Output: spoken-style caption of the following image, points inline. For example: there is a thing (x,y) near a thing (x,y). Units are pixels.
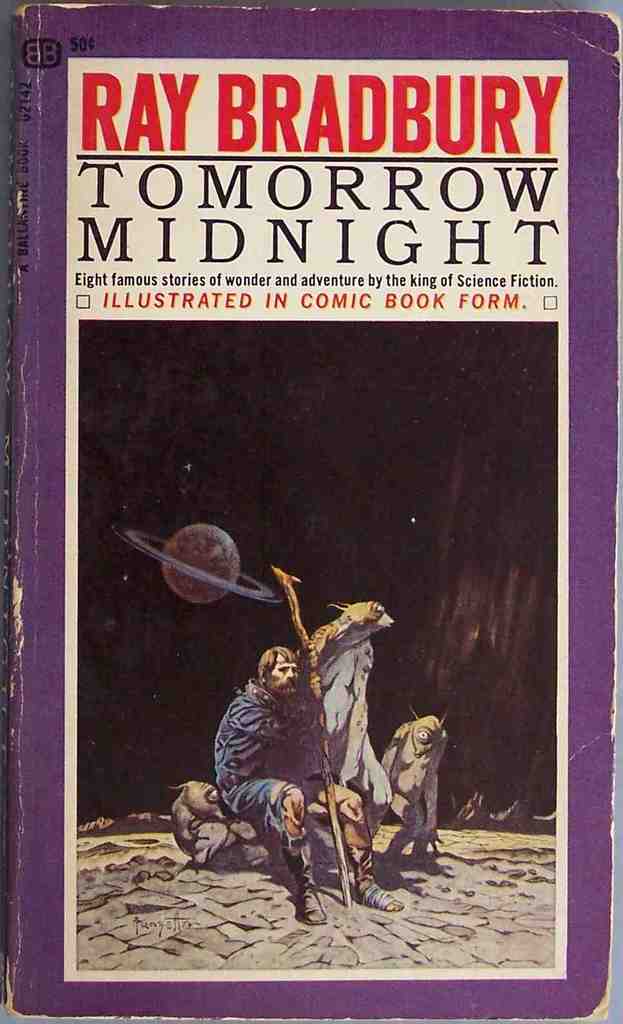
We can see a book (244,770), on this book (373,831) we can see a person (310,902) and some text (173,284).
